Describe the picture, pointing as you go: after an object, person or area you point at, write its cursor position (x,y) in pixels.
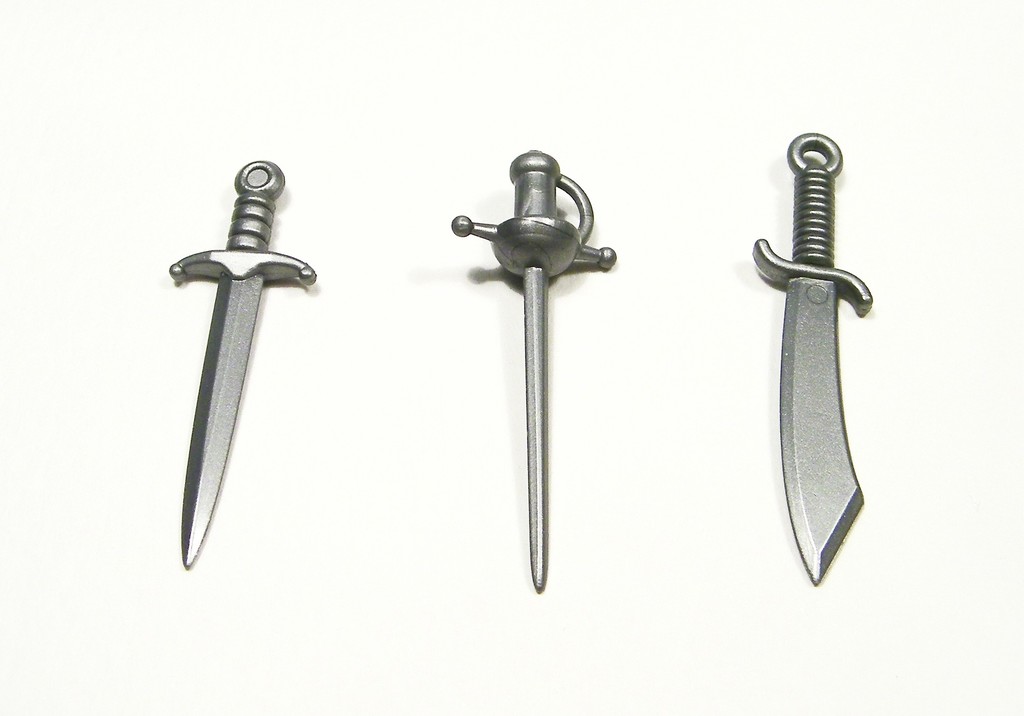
In this image three swords (796,514) are kept on the floor (511,355).
